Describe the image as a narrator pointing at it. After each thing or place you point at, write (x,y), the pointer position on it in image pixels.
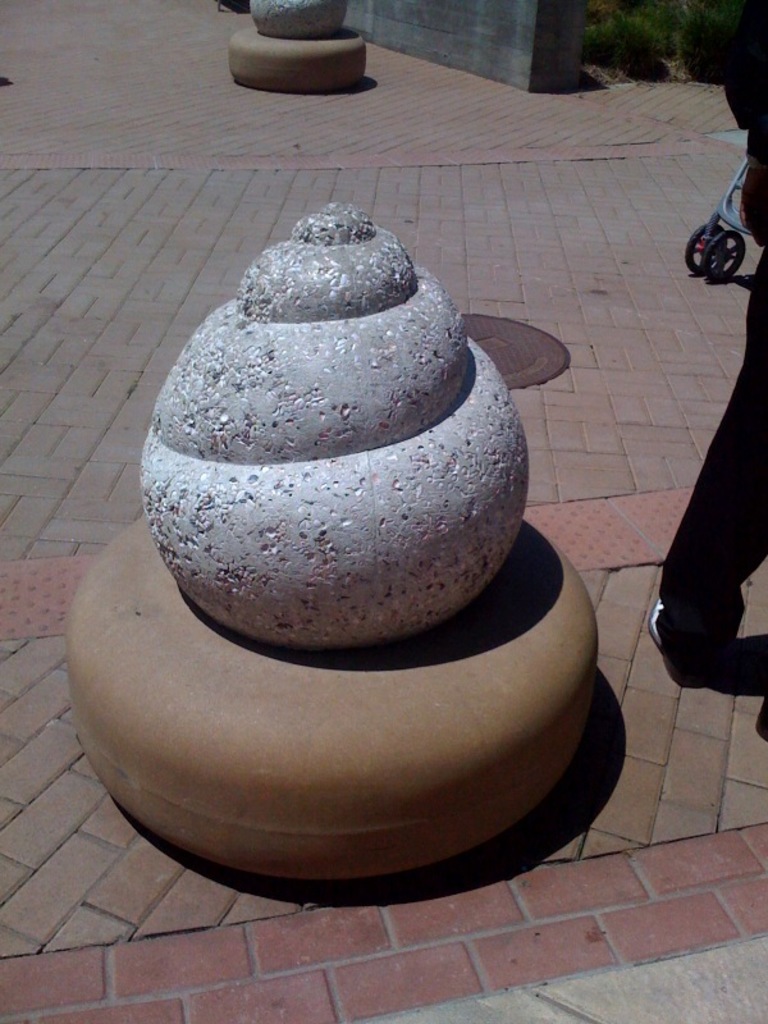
In this image I can see a stone (338,549) on the ground (508,923). On the right side (719,557), I can see a person's leg (711,575).
